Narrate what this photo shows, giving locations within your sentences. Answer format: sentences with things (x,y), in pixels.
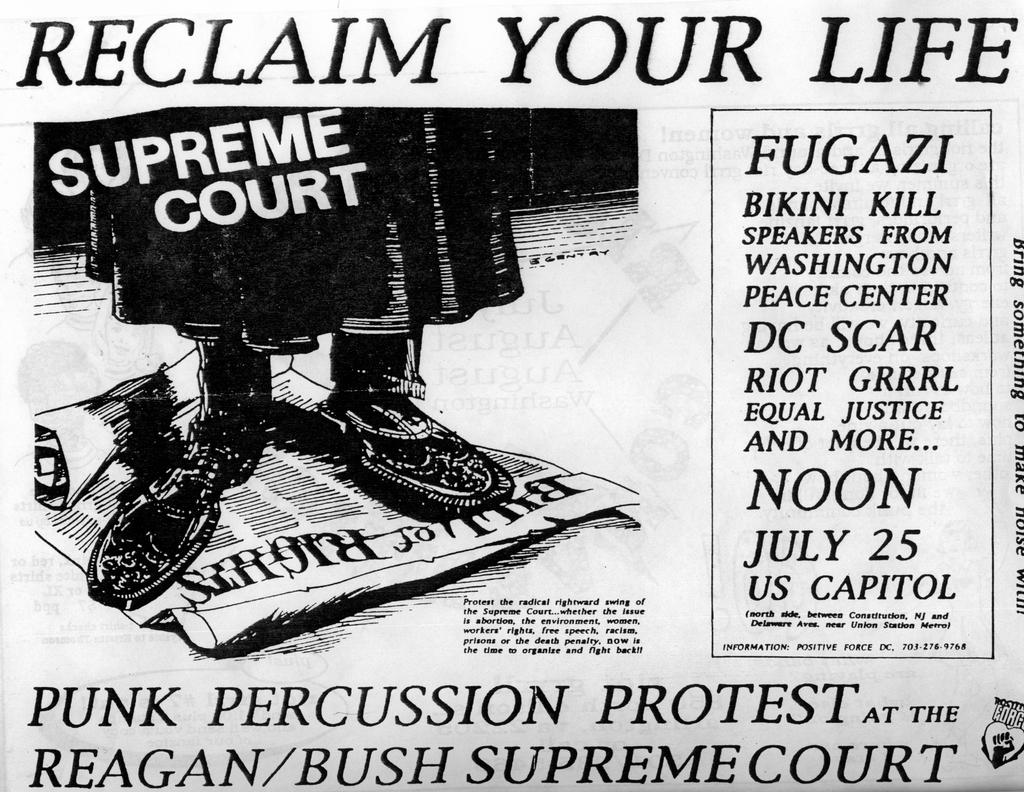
In this image I can see the paper (654,413) and I can also see the person's legs (404,463) and something is written on the paper (572,661).
